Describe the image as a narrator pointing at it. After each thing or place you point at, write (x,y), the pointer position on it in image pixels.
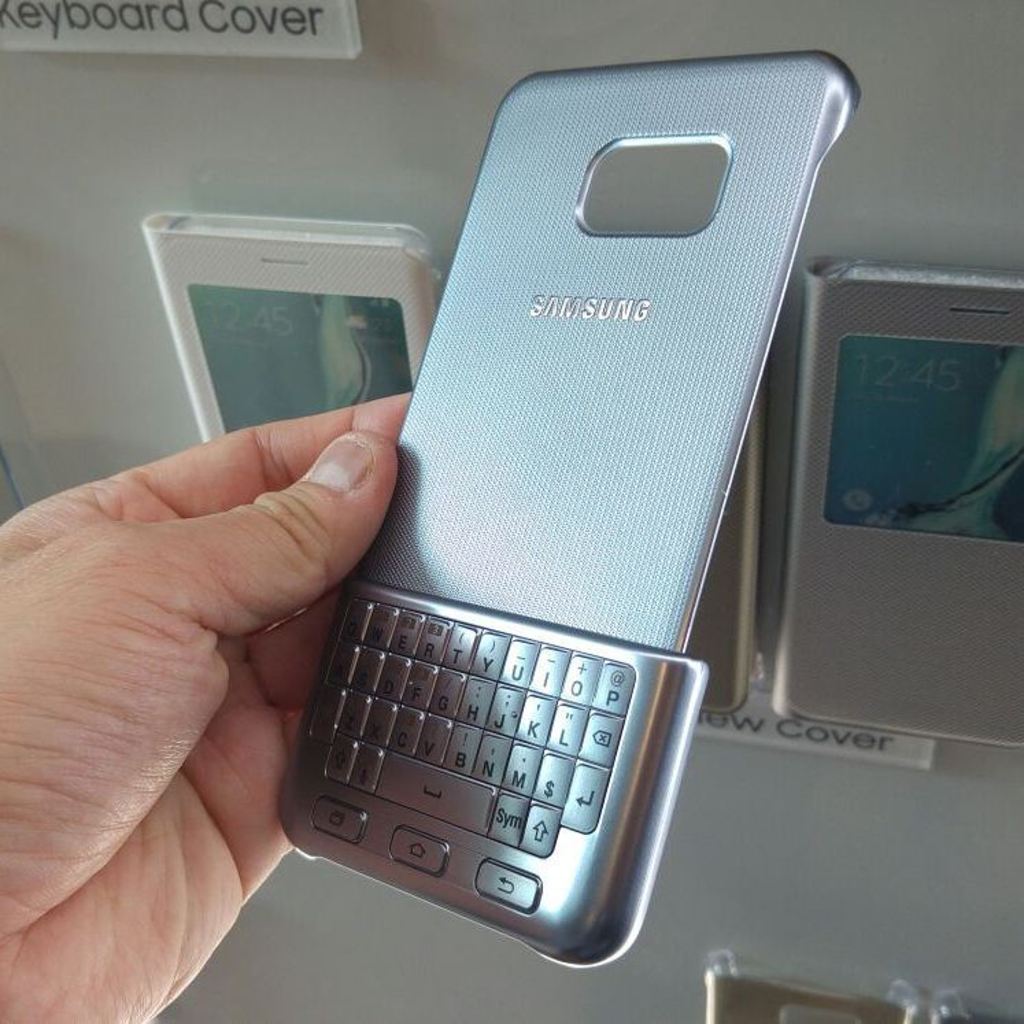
In this image I can see hand (216,633) of a person (325,645) holding a keypad (470,771) and a back panel (595,523) of a mobile (567,426). In the background (846,636) they looks like mobile covers (983,611) attached to an object (41,203).
